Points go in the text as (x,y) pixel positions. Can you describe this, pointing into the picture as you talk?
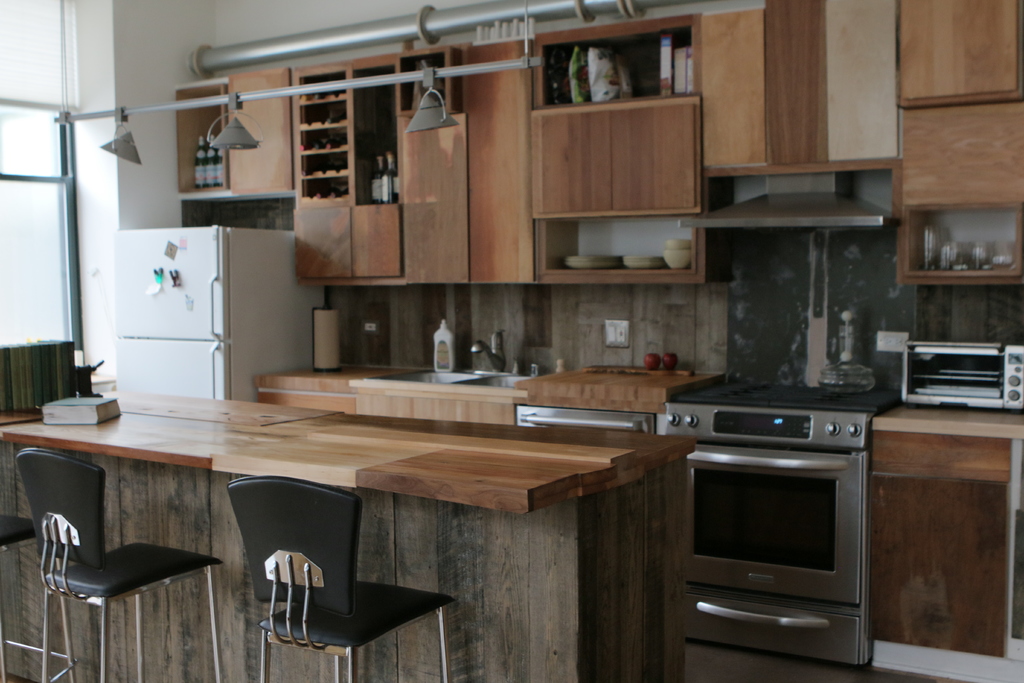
This is the picture of the kitchen (498,303). In the front (269,499) there are two chairs (100,548) and there is a book (46,419) on the table (285,469). At the right (833,458) there is a stove (754,437) and micro oven (978,359) and glass (927,257) in the cupboard (907,228) and in the middle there is a sink (475,374). There are plates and bowls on the cupboard (596,132). At the left (205,330) there is a refrigerator (209,318) and bottles (205,149) in the cupboard (194,184) and at the top (248,124) there are lights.
